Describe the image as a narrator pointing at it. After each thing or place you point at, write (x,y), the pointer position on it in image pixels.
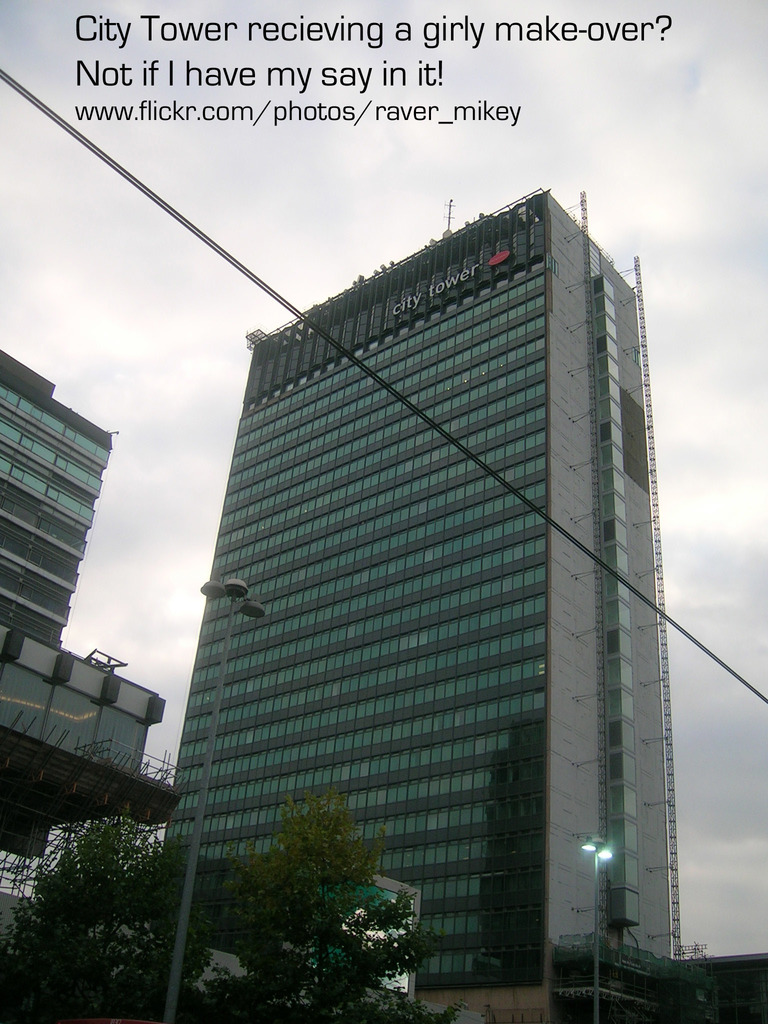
In this image I can see the buildings (307,525). On the building (411,367) I can see the name city tower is written. In the front of the building (444,839) there are trees (251,864). In the background (361,153) I can see the clouds (377,176) and the sky (463,138) and there is the text (485,115) written in the top (367,83).
